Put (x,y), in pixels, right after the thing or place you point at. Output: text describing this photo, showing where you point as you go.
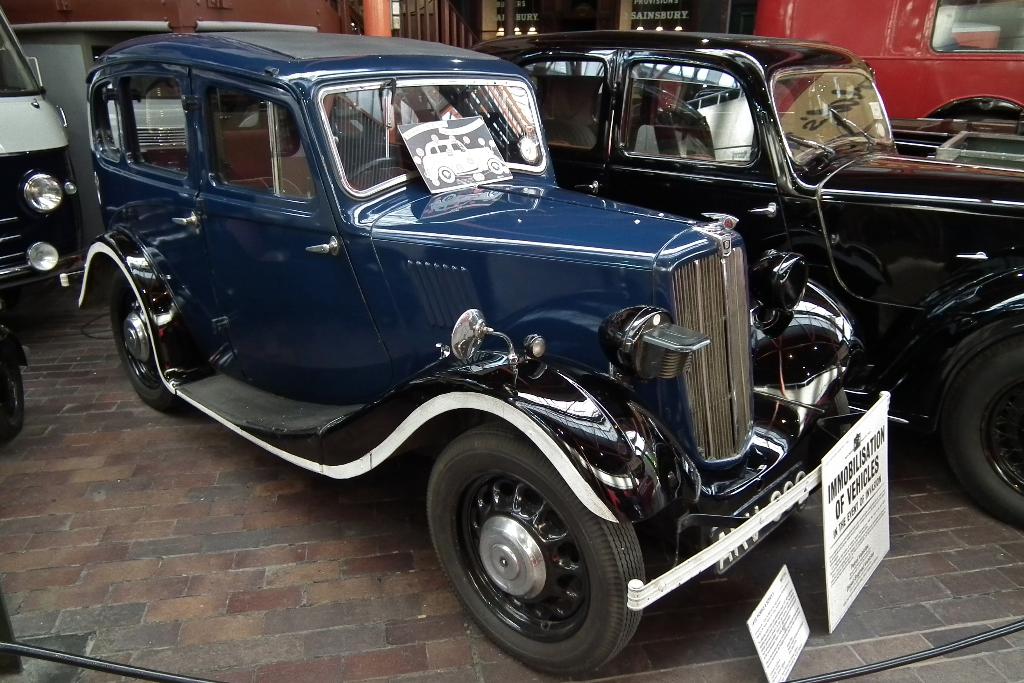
In this image we can see cars (458,309) on the ground (66,438), there is the windshield (499,125), there is the steering (356,172), there's the door (328,284), there are the tires (506,426), there is the name plate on it.
